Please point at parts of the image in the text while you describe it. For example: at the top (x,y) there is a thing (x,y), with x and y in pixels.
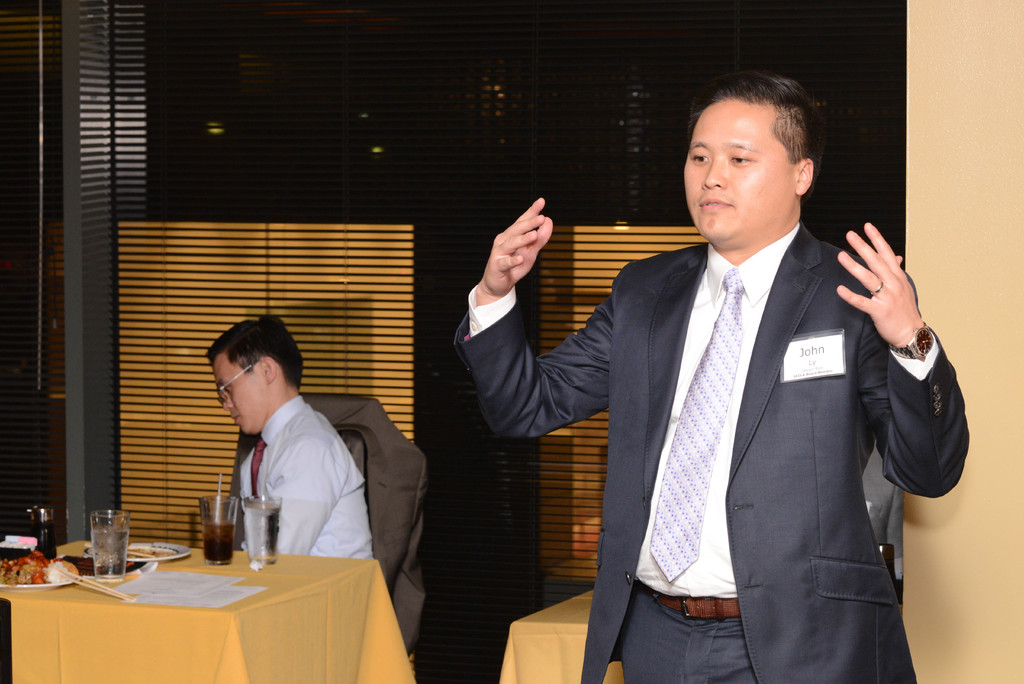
This picture is clicked inside hotel (162,532). On the right corner of this picture (869,249), we see a man (777,534) wearing blue blazer (782,544) and white shirt (764,294) with purple tie (697,457), he is carrying a badge (834,357) and a blazer (825,398), with name (815,357) John written on it. He is even wearing a watch (921,339), I think he is trying to talk something and to the back of him, we see a man (301,451) in white shirt (295,462) is wearing glasses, is sitting on a chair (239,480) and in front of him, we see a table (81,658) on which glass (208,523), plate (137,551), food (34,583) and papers (206,603) are placed on it. Behind him, we see a wall (221,177) to wall (206,108), glass (229,111) in yellow and brown color.
